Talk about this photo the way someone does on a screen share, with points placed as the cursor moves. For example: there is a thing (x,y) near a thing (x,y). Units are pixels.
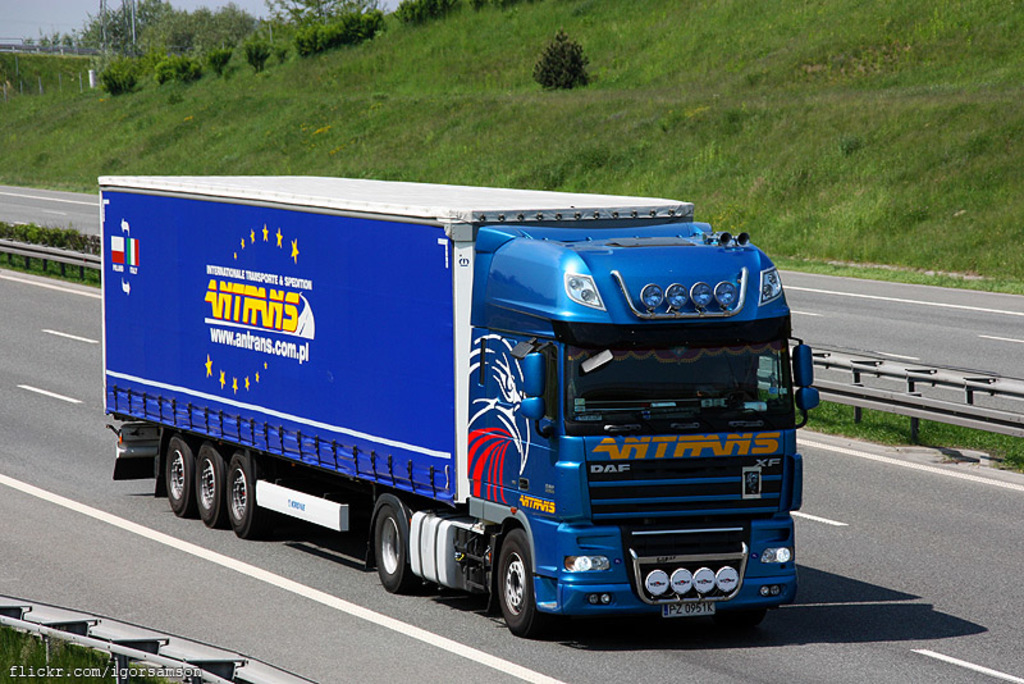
In this image I can see the vehicle (378,425) on the road (821,644). To the side of the road (1008,536) I can see the railing (896,406), grass (251,134) and many trees (218,52). In the background (75,14) I can see the sky (69,1).
